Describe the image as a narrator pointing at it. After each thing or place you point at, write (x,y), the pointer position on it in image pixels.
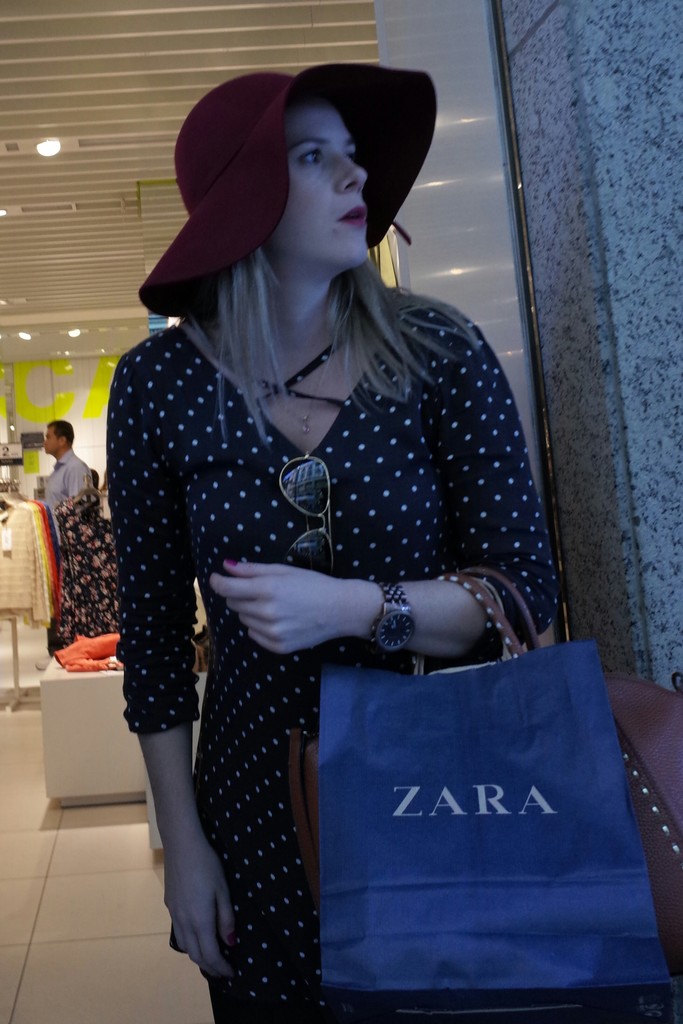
In this image I can see a person (285,400) standing and holding a bag (465,766). Back I can see few tops (55,581), lights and one person (59,489) is standing.
